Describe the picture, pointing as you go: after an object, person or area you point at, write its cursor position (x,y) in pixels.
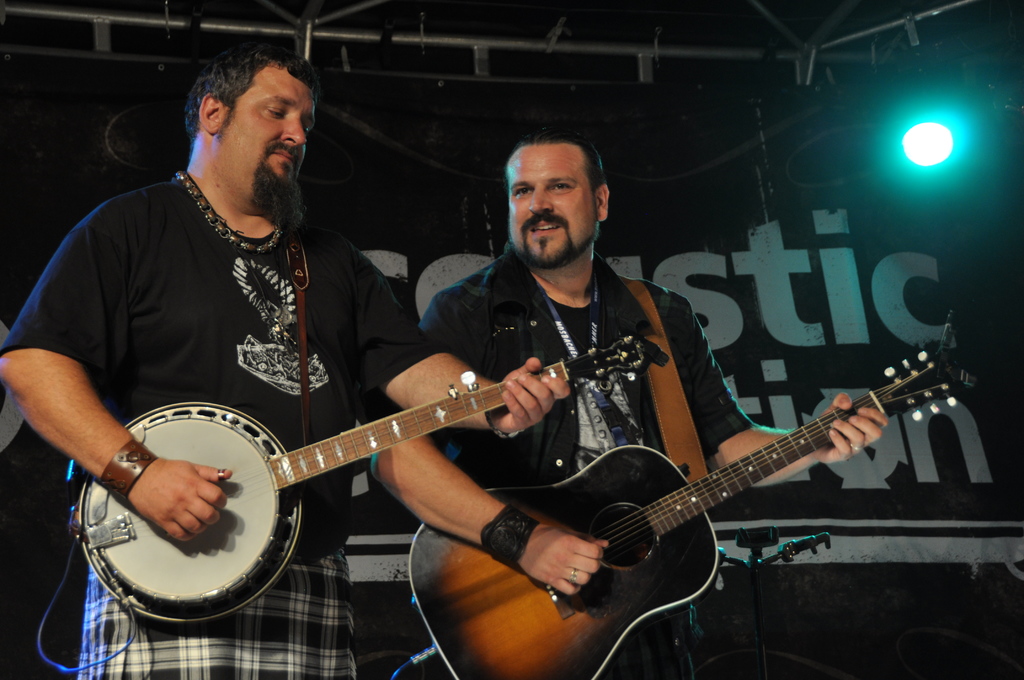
There are two persons (433,370) standing and holding a banjo (310,456) and a guitar (606,568) in their hands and there is a light (930,168) in the right top corner (936,148).
